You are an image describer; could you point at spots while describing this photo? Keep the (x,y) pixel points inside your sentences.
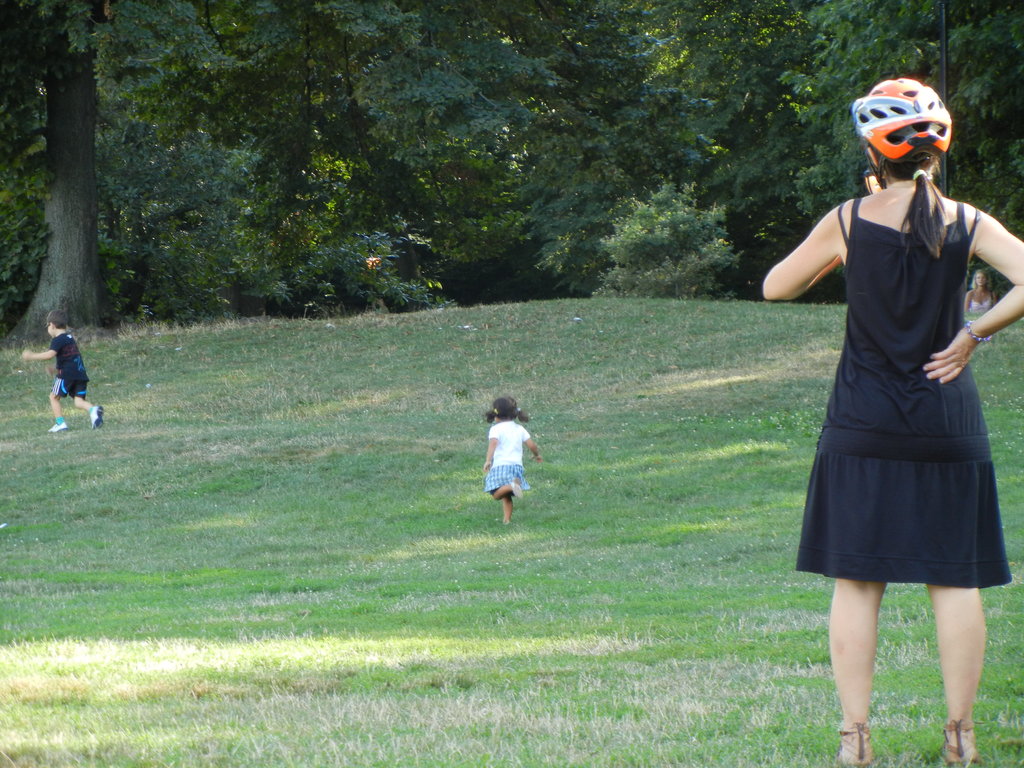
In this picture there is a woman (891,548) standing on the right side of the image (952,683) and there is a woman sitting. On the left side of the image (50,347) there are two persons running on the grass (332,621). At the back (123,44) there are trees (149,56). At the bottom (372,677) there is grass (428,687).
